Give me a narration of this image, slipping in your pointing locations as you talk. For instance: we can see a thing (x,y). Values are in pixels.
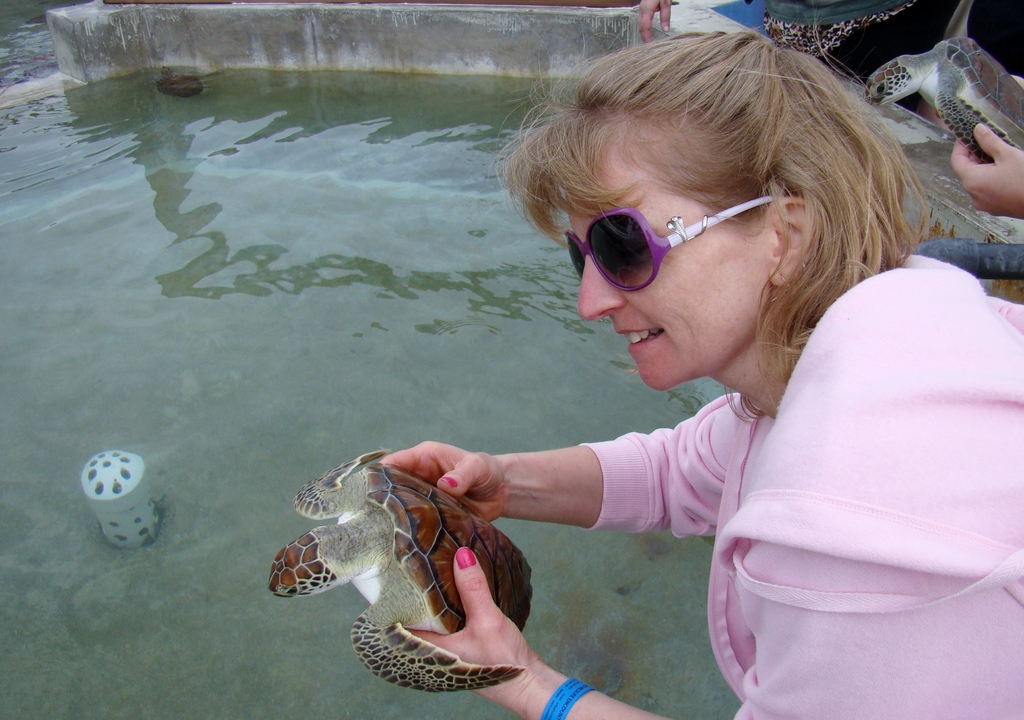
In the center of the image (679,347), we can see a lady (680,315) wearing glasses (623,243) and holding a tortoise (388,516) and in the background (813,24), there are some other people (868,29) and we can see tortoise (933,74). At the bottom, there is water (264,255) and at the top (507,33) a wall (333,23).
